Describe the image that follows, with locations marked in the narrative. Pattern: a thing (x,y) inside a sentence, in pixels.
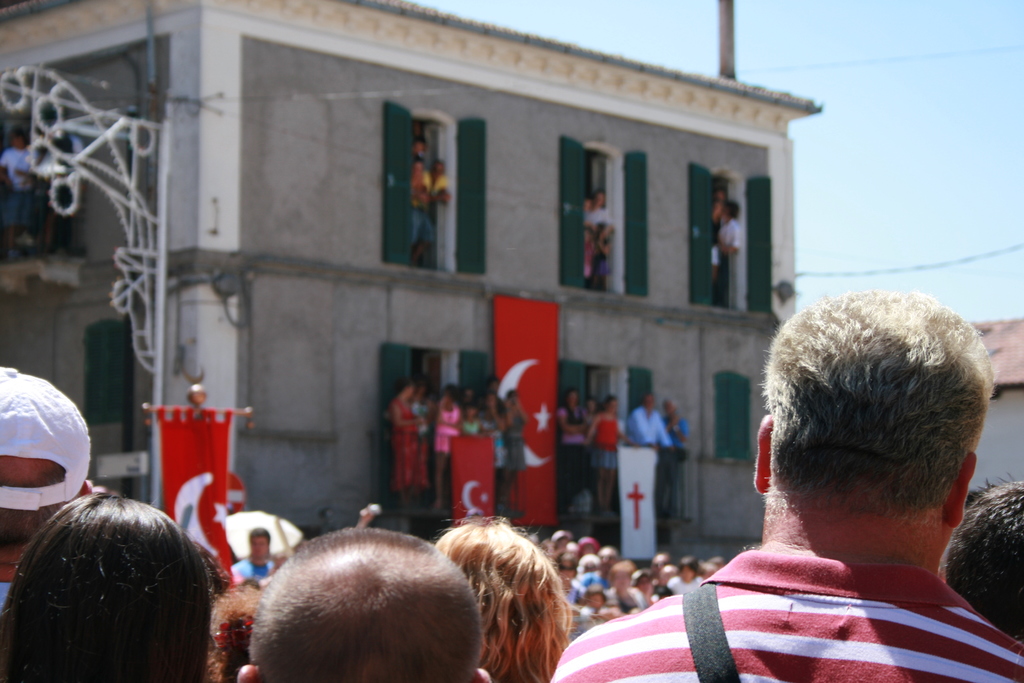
In this image, I can see a building (507,211) with the windows (694,242). I can see groups of people (450,423) standing. These are the kind of banners (624,500). This looks like a pole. At the bottom of the image (122,541), I can see few people heads (493,554). This is the sky (891,117).
